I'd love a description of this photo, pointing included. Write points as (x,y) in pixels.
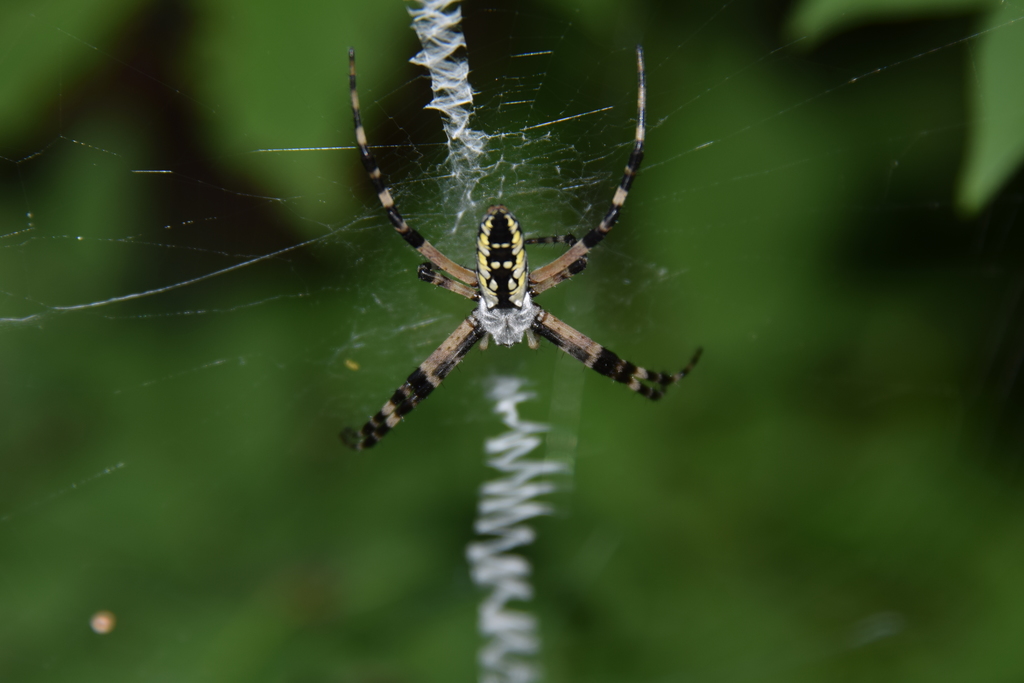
In this picture I can see spider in the spider web (401,186) and I can see blurry green background (243,25).
